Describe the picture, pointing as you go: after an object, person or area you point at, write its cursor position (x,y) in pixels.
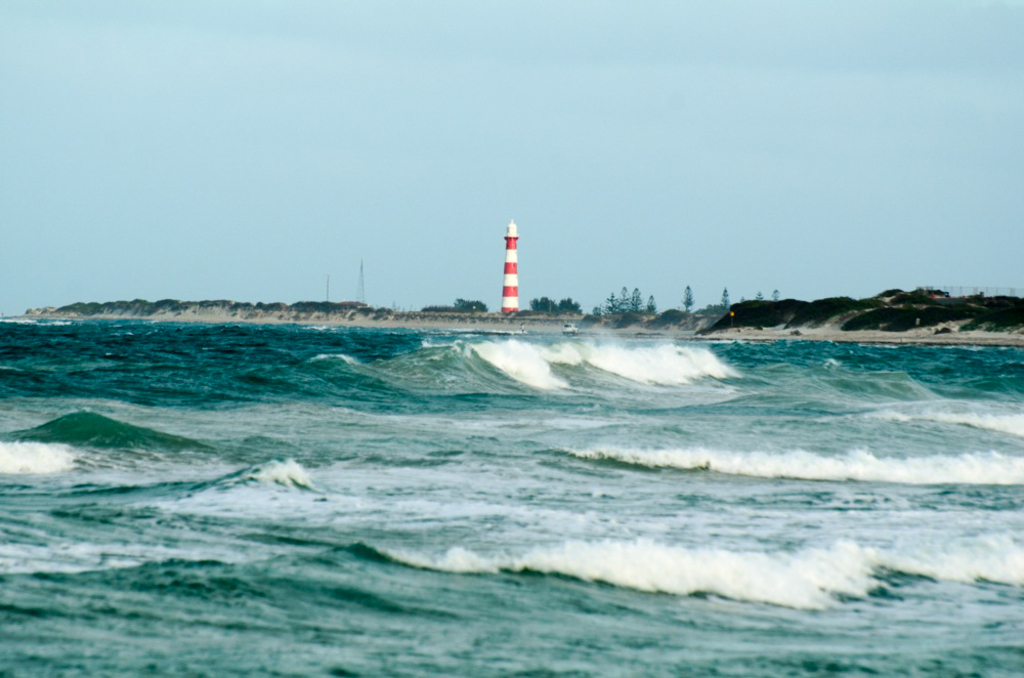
This picture is clicked outside the city. In the foreground (630,374) we can see the water body (469,414). In the center (510,318) we can see the trees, plants (780,324), rocks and an object (516,246). In the background (757,219) there is a sky (46,153).
